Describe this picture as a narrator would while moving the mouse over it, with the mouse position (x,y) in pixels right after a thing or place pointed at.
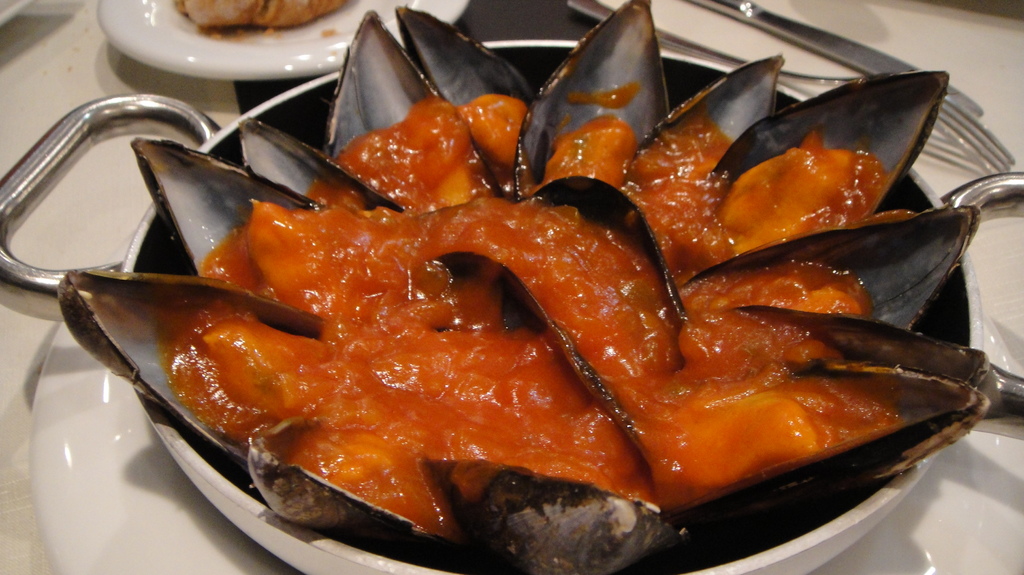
In this picture, we see a white table (20,404) on which a plate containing eatables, fork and knife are placed. We even see a bowl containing food (881,84) is placed on the white plate (176,470), which is placed on the table (33,552).
